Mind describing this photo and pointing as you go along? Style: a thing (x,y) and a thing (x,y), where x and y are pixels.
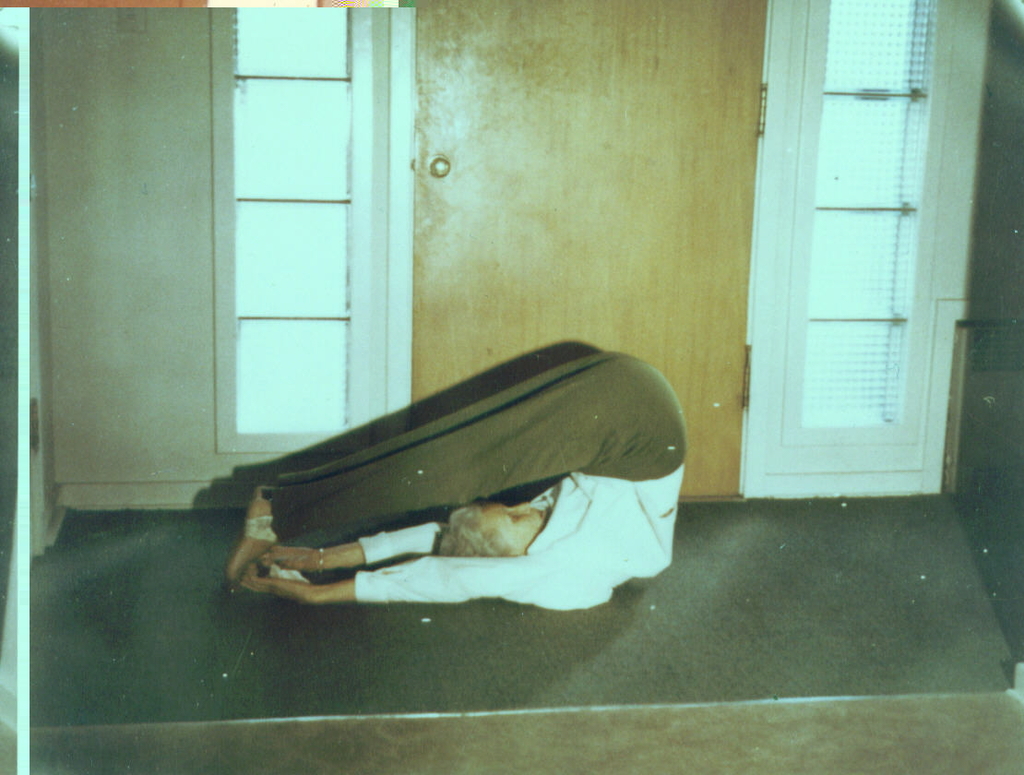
In the image there is a person (382,540) performing yoga and behind the person (270,535) there is a door (478,148) and two windows (302,424).
